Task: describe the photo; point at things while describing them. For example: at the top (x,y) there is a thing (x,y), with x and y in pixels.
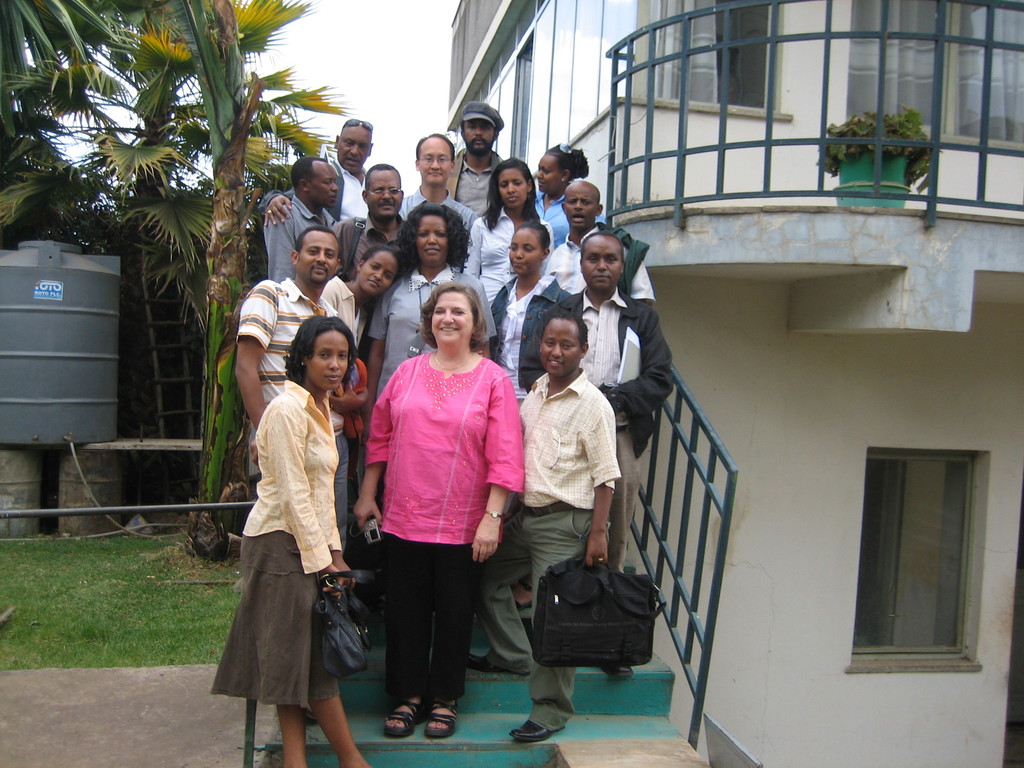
In this image there are group of people (431,365) standing on the steps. At the top (591,56) there is a building (608,65). On the left side (86,272) there is a water tank (50,365) on the two stones (33,521). Beside the tank (35,344) there are trees (163,193). On the right side (933,503) bottom there is a window (921,567). At the top (909,162) there is a plant pot (891,162) on the floor (820,222) which is surrounded by the fence (726,94).
